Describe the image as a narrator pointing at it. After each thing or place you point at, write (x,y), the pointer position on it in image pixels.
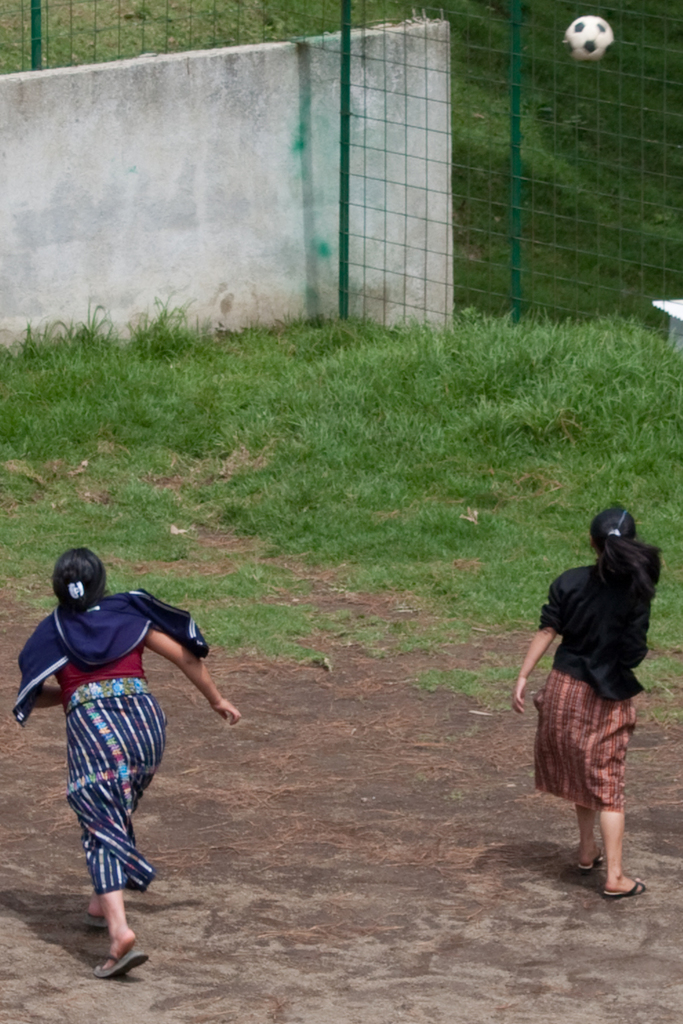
In this picture I see couple of women (566,768) running and i see grass (374,463) on the ground (321,457) and a football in the air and i see a metal fence (475,134) on the right side of the picture (494,172).
